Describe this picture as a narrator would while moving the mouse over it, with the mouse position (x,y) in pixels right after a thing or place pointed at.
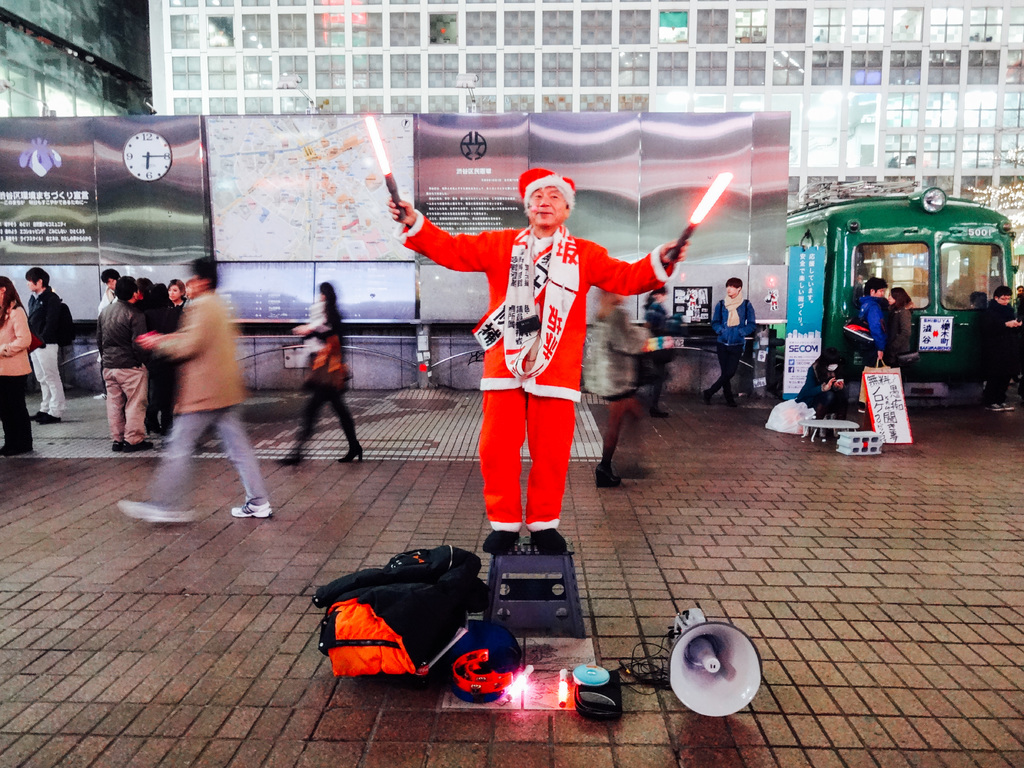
In this image I can see a man (509,394) is standing in the front (496,382) and I can see he is holding two stick lights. I can see he is wearing red colour dress (594,260), red colour cap (537,183) and black shoes (545,538). In the front of him I can see few more stick lights (525,681), a mega phone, a bag (448,640) and few other things (556,629). In the background (14,296) I can see number of people (659,289) are standing. I can also see few boards (660,176) and on these boards (464,169) I can see something is written. On the right side of this image (807,225) I can see a green colour tram (968,342).
